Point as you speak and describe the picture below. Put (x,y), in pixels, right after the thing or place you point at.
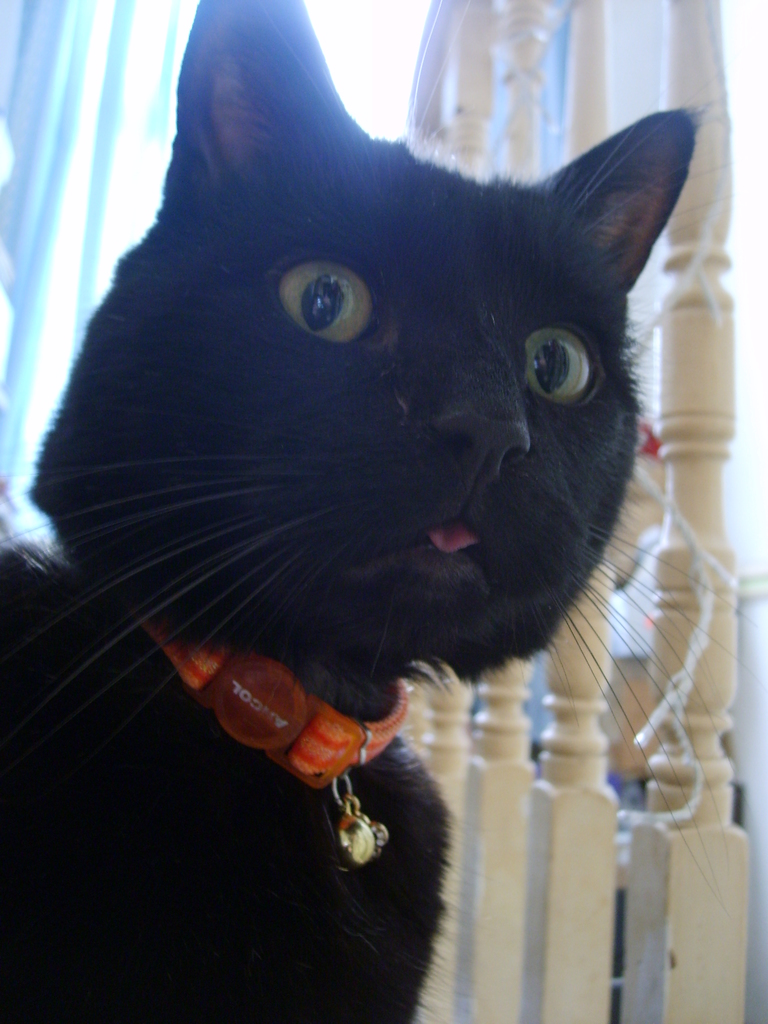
On the left (255,875) we can see a black cat (335,541) and there is a belt (325,754) to its neck (197,711) and in the background (524,114) we can see wooden poles (666,402), wall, curtain (52,101) and some other objects (686,813).
